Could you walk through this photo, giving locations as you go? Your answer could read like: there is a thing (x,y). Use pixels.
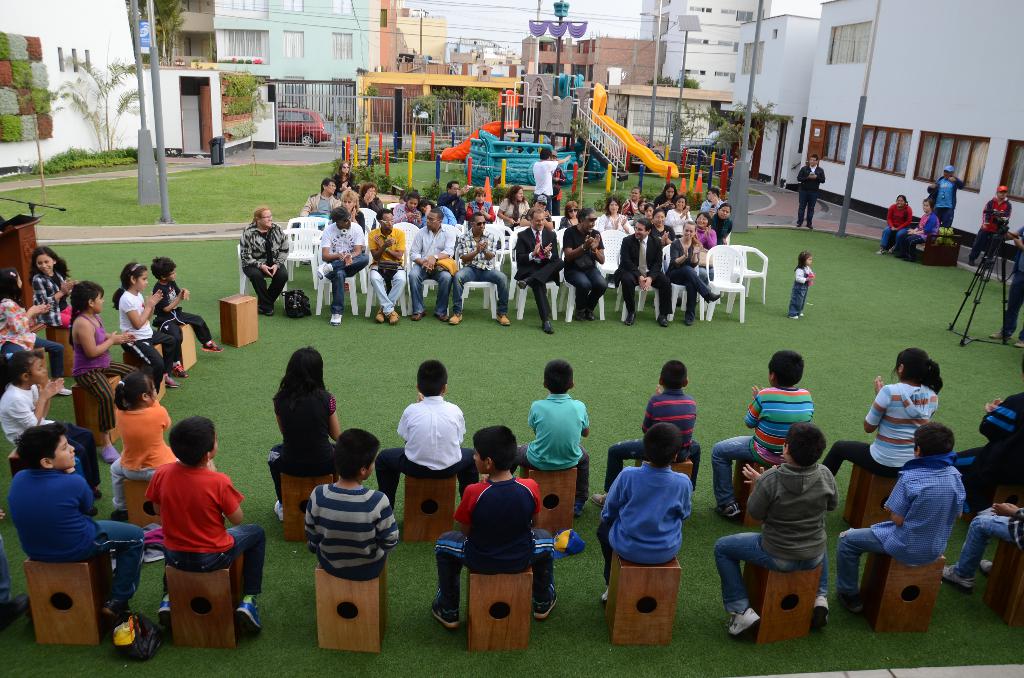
In the image we can see there are people (386,251) sitting and some of them are standing. There are even children's (297,387) and they all are wearing clothes (463,477) and shoes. Here we can see bags (295,312) and the grass (315,304). We can even see there are buildings (216,102) and these are the windows (303,37) of the buildings (300,54). Here we can see electric poles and electric wires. Here we can see the podium (19,235), plants (103,151) and the sky (608,5).
